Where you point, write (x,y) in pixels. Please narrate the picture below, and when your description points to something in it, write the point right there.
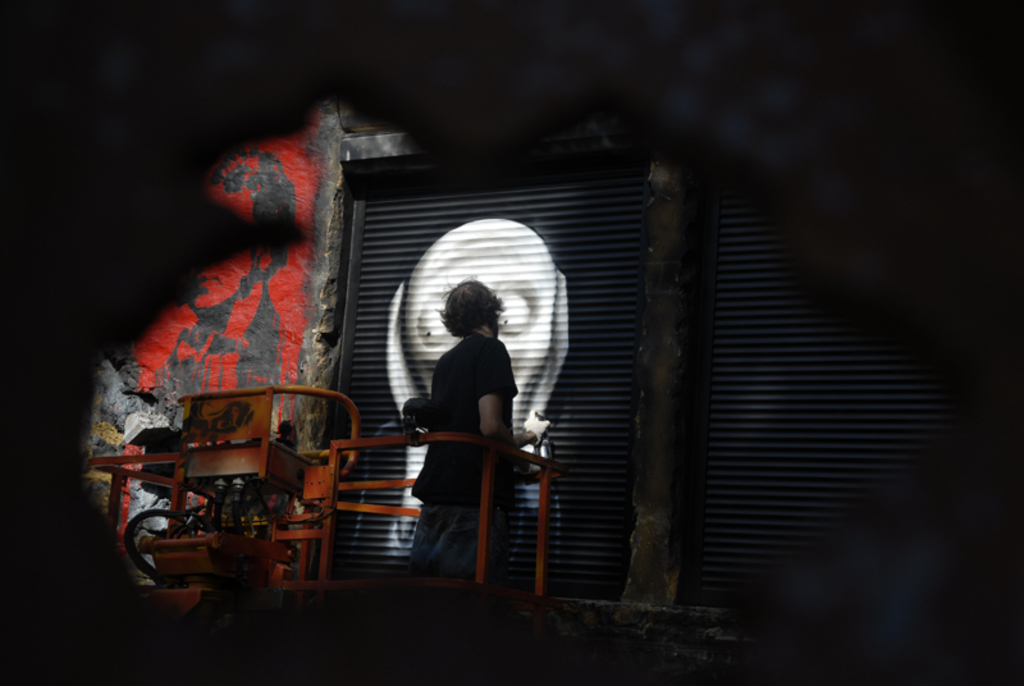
This image is taken in the dark where we can see this person (487,411) wearing black T-shirt (452,496) is standing on a lifter machine (346,580) and holding a paint bottle (548,454) and painting on the shutter (592,286).
